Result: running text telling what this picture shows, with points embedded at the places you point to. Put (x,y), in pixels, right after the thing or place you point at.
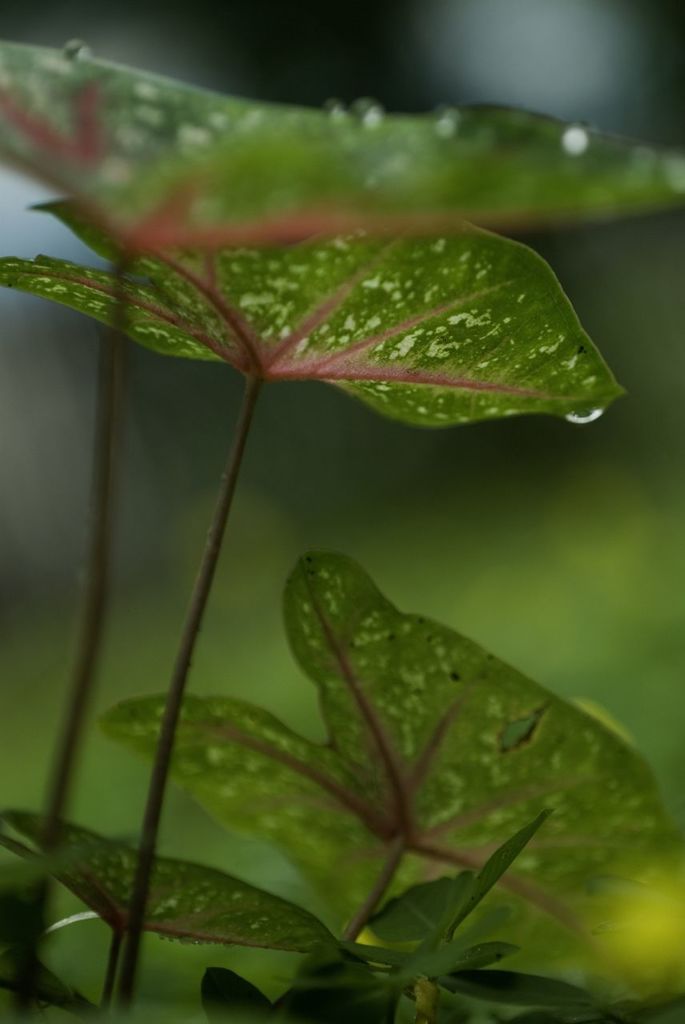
In this picture we can see there are leaves (57,1000) and behind the leaves (150,930) there is a blurred background (314,464).
